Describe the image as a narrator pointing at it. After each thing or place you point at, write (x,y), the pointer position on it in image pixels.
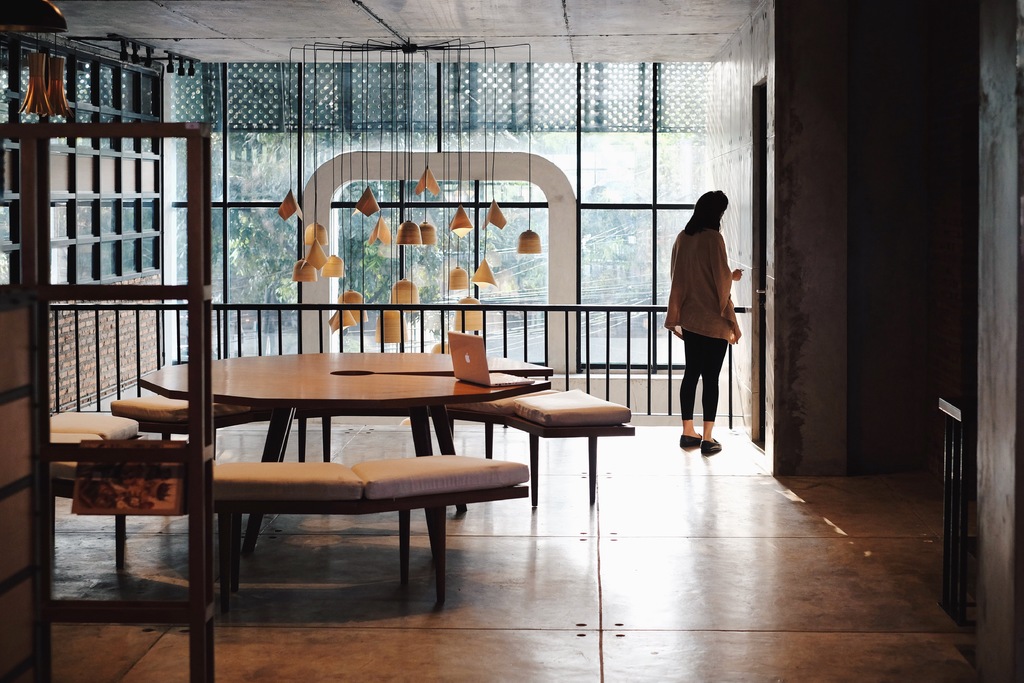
In this image there is a lady (694,274) standing on the floor (483,438), behind her there is a table (454,385) arranged with seating (479,410), on the table (394,403) there is a laptop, there is a wooden structure (40,220) beside the table (480,395), at the center of the image (416,237) there are lamp shades (466,222) hanging from the ceiling (387,18). In the background (335,335) there is a railing (444,328) and glass windows (584,293).
